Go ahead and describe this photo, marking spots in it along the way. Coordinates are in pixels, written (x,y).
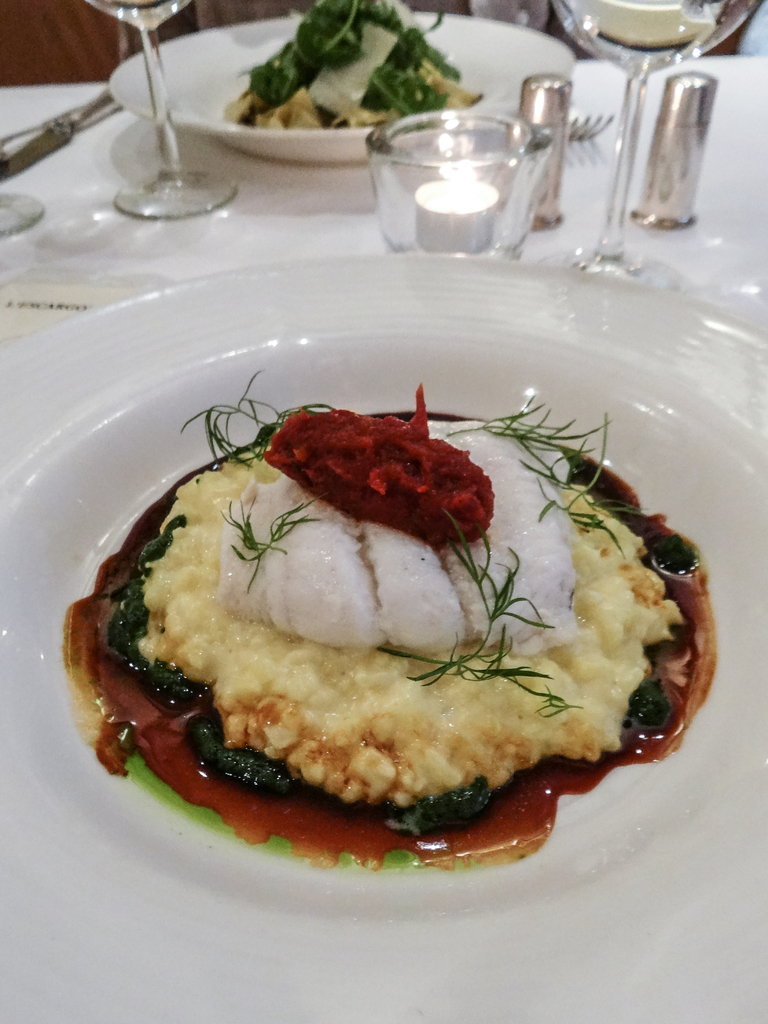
We can see plates (240,45), food (456,90), glasses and objects (678,104) on the table (78,160).
